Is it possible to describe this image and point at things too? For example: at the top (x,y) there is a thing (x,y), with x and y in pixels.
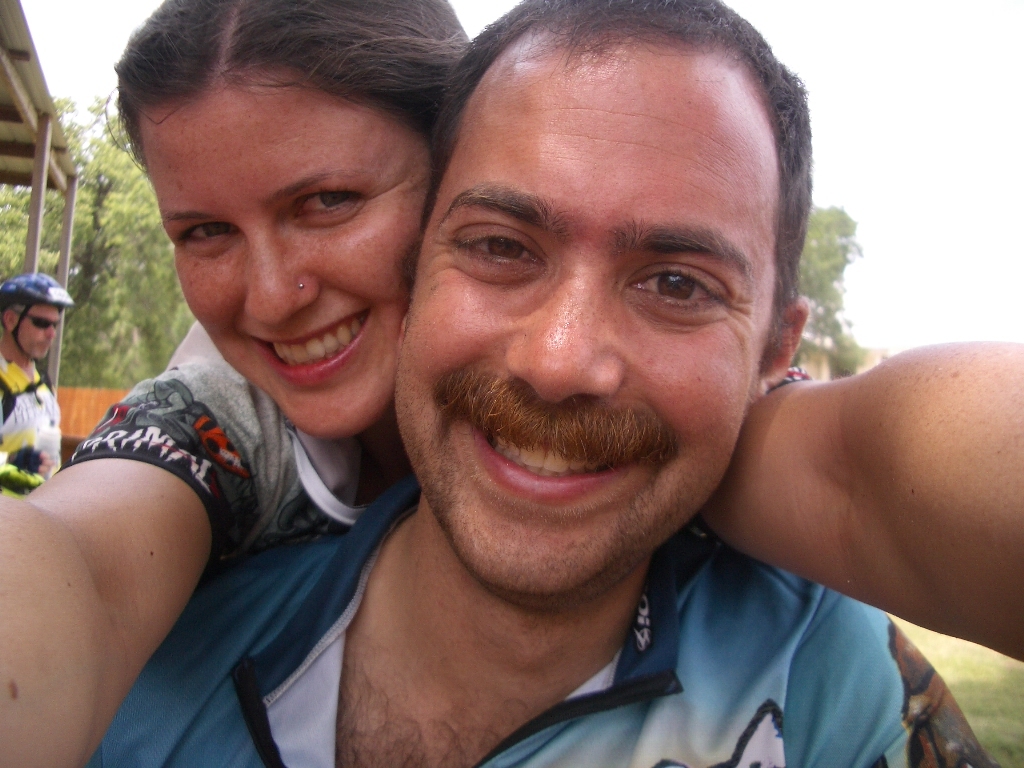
In the center of the image (361,352) there is a man (500,447) and woman (224,360). On the left side of the image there is a man (20,334). In the background (85,330) there are trees (91,230) and sky (66,87).
